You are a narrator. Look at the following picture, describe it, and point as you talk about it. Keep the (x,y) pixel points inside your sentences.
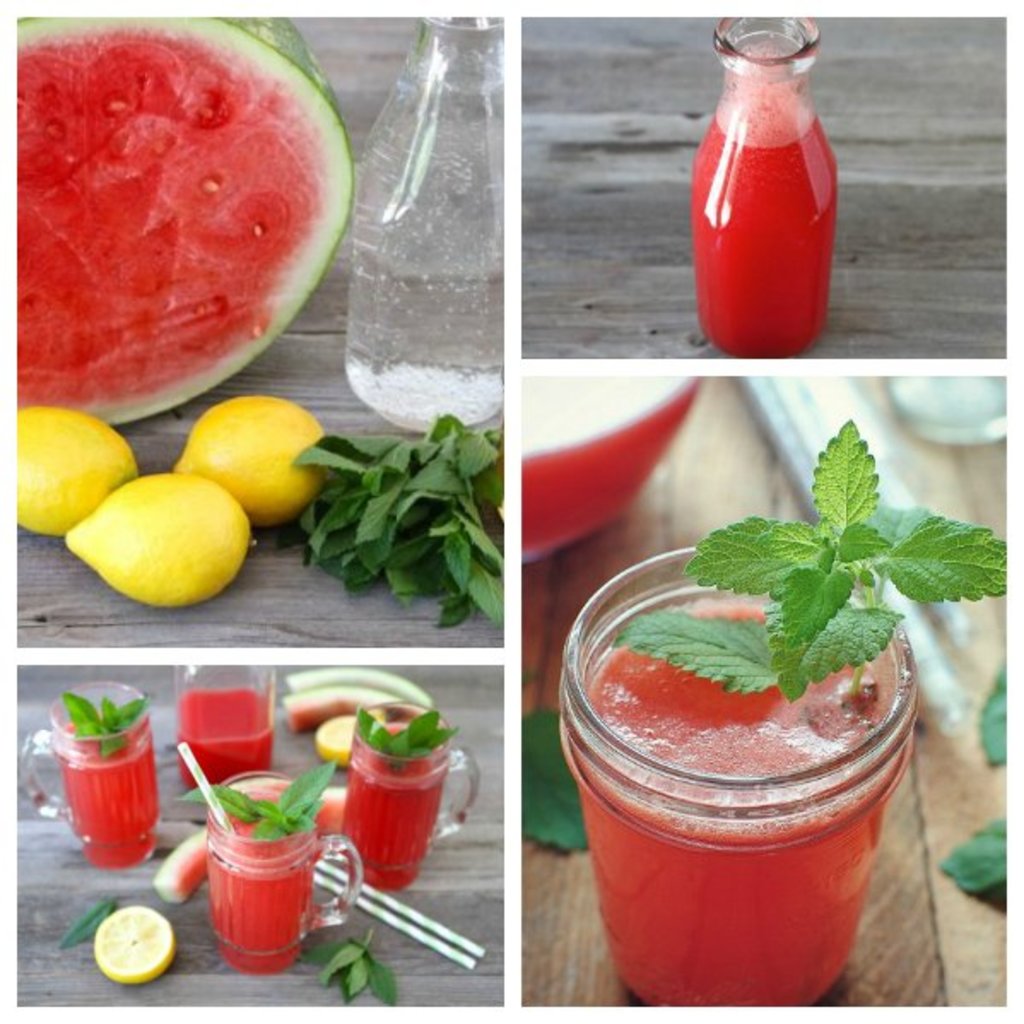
This is a photo collage, we can see watermelon (85,192), lemons (137,515) and glass (841,936) in the photos.
